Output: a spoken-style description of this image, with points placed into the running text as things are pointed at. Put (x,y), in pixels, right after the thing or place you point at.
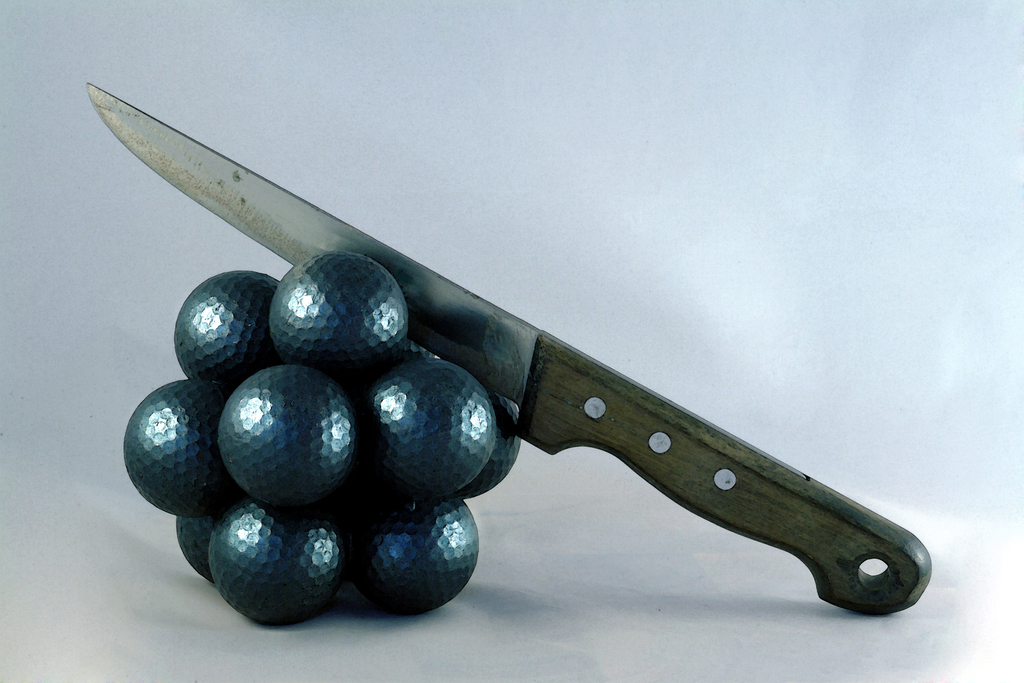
On the left side (244,203), there is a knife (407,305) placed in the cluster (311,358) of the artificial grapes (328,304). These grapes (377,377) are placed on a surface (165,614). And the background (14,14) is white in color.
